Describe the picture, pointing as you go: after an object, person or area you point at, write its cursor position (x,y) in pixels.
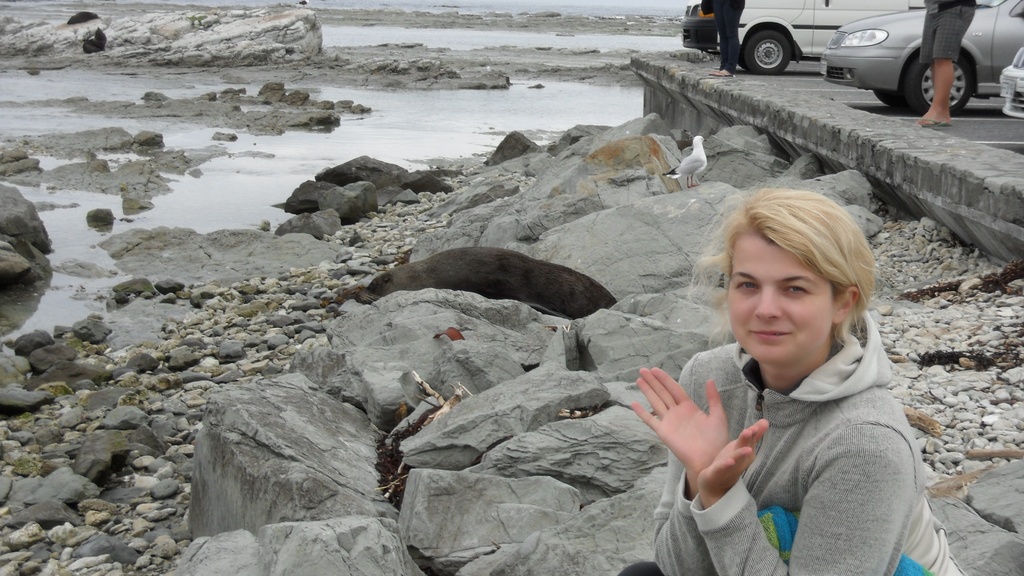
In this picture I can observe a woman (812,440) wearing grey color hoodie (764,417) on the right side (750,447). This woman (758,430) is smiling. There is an animal (558,278) in the middle of this picture (471,278). On the right side (747,26) there are some cars (779,52) parked on the land (803,69) and I can observe two members (935,50) standing beside the cars (845,41). There are some rocks (465,346) and stones (203,315). In the background (203,189) I can observe some water (338,93).
